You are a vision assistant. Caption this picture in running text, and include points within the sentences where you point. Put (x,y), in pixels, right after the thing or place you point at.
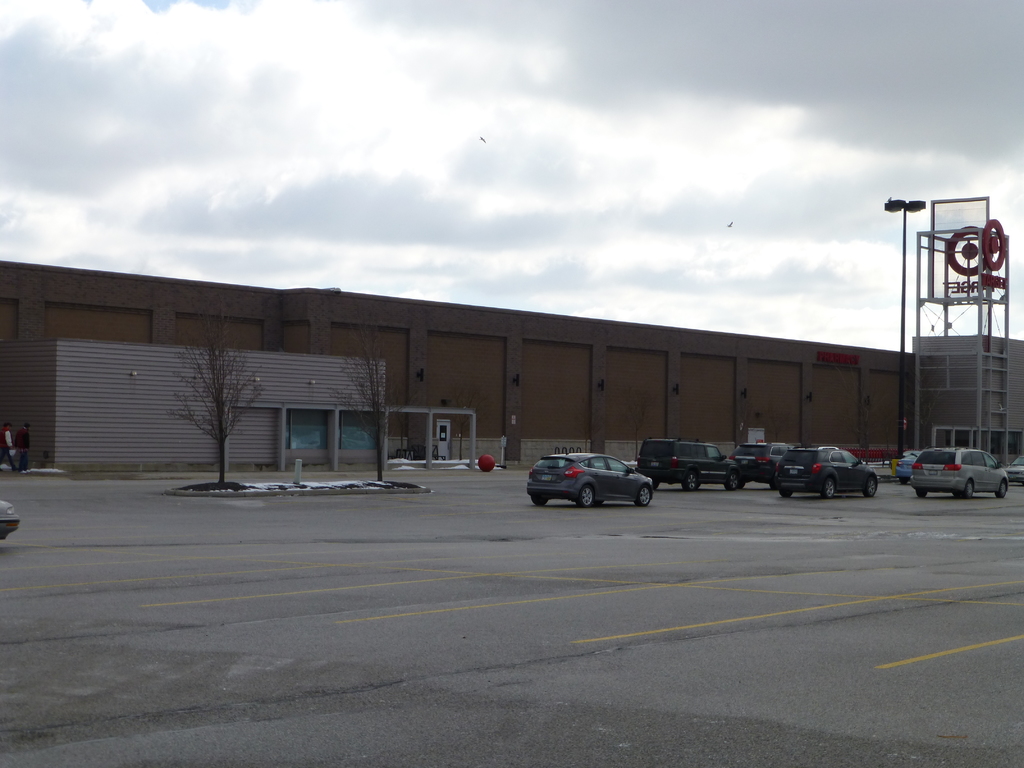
In this image we can see buildings (497,348), shed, flood lights (903,204), pole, trees (207,392), motor vehicle (550,494) on the road (398,558) and sky (602,106) with clouds (510,160).
